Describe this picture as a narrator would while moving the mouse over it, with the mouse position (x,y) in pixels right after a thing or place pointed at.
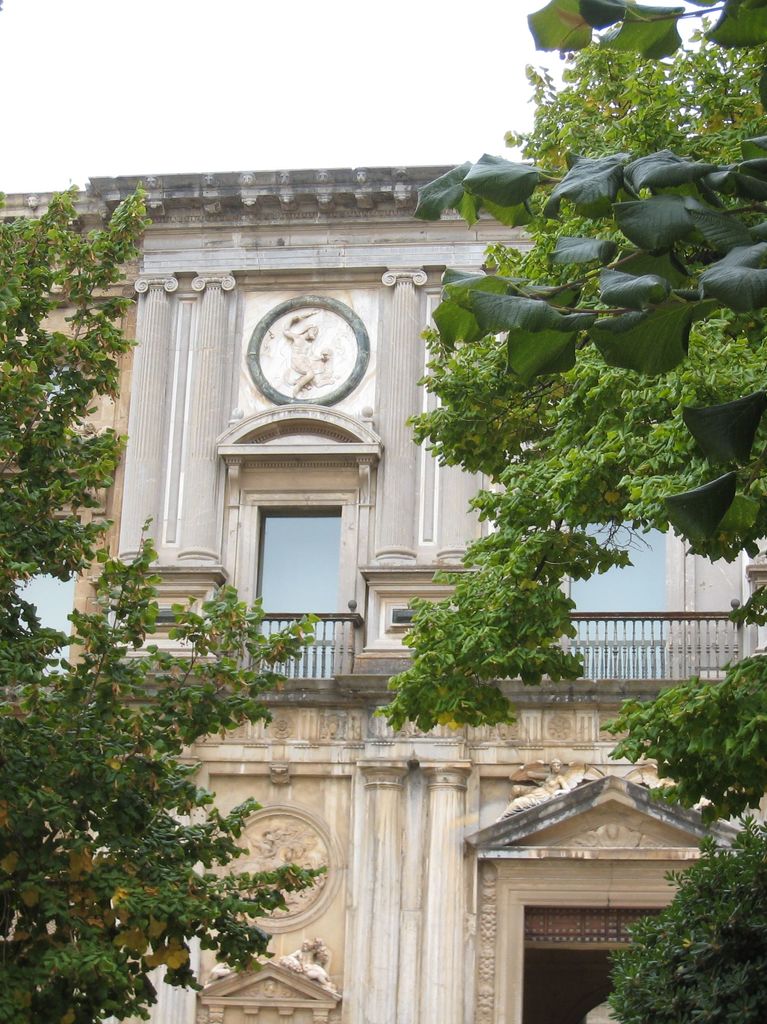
Building (276,575) with glass windows (307,565) and fence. In-front of this building (329,471) there are trees (524,634).
